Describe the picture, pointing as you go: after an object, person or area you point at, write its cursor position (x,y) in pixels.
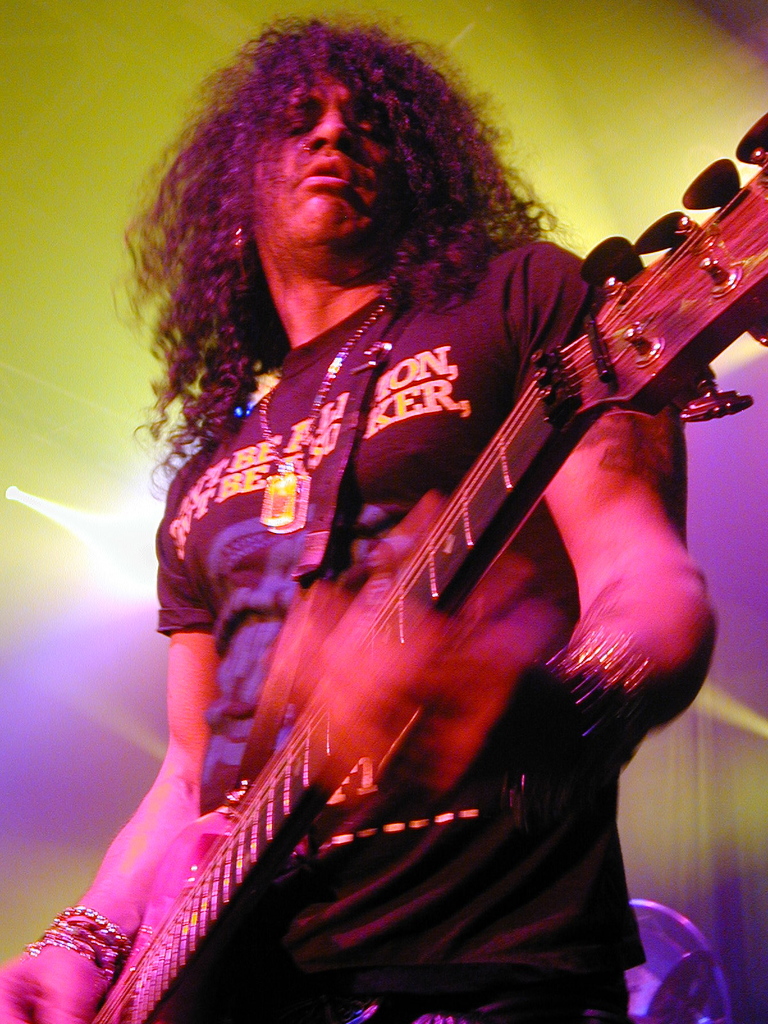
A man (369,771) is playing guitar (194,898), his hair (421,136) is long and curly. He is wearing t shirt (253,610) and trouser (555,976). he is wearing an ornament (279,504).
